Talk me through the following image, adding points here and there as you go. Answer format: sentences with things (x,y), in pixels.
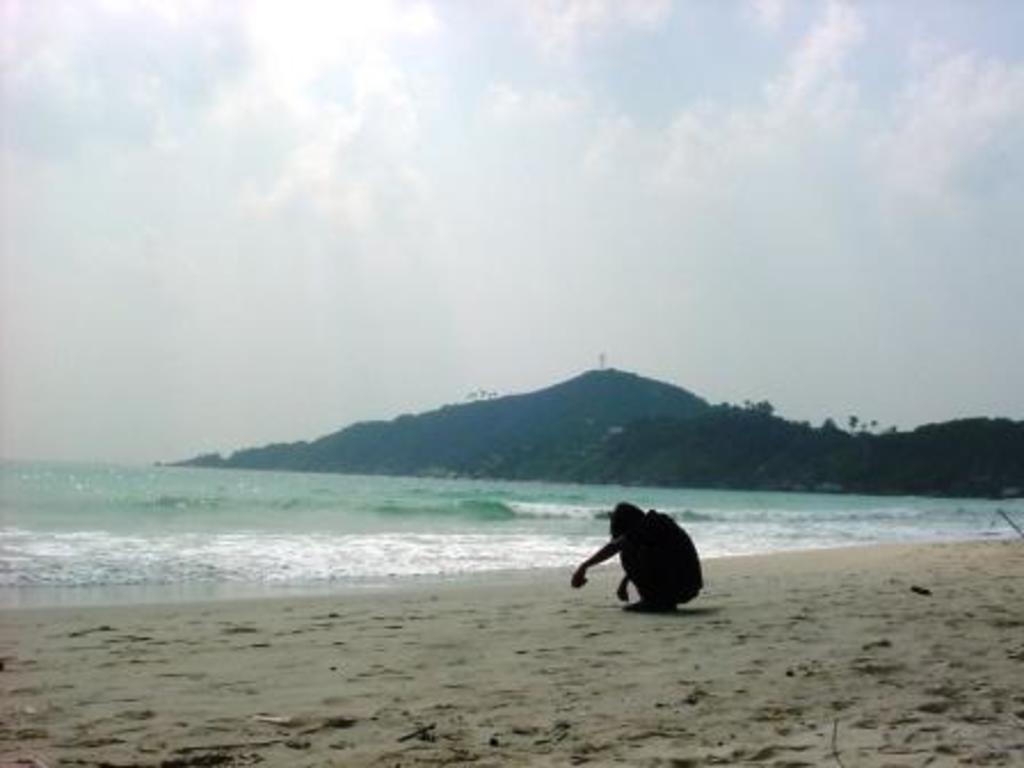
In this image I see a person (633,507) and I see the sand (411,632) and I see the water (535,547). In the background (555,454) I see the mountains (676,415) and I see the sky (650,166).
